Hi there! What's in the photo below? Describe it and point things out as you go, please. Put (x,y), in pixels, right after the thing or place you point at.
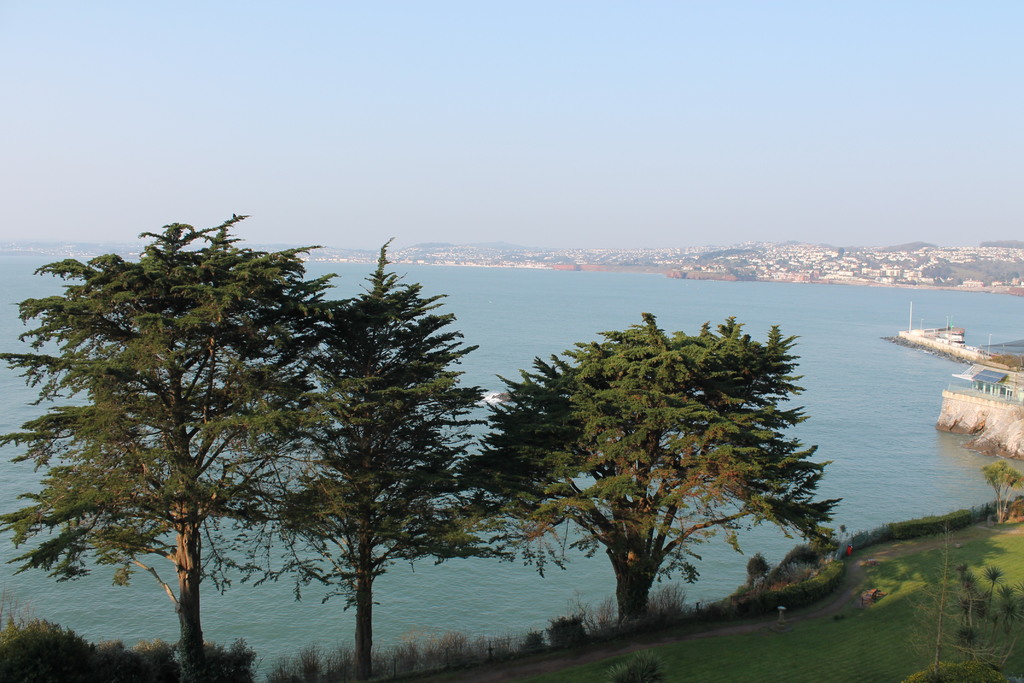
At the bottom of the image (701,666) on the ground (790,612) there is grass (771,642) and also there are trees (490,506). Behind the trees (727,452) there is water (827,487). Behind the water (791,541) there are many buildings (632,260). At the top of the image (553,183) there is sky (566,183).
